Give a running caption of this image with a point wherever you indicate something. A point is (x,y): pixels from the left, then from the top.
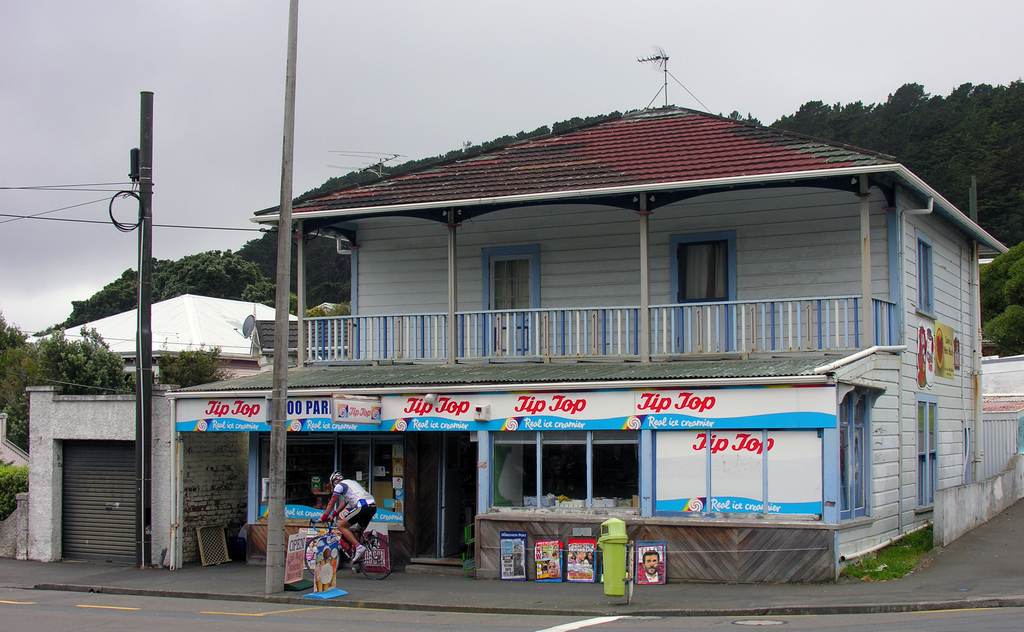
In this image we can see so many trees (19,446), bushes (17,485) and some grass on the surface (646,594). There are some houses (378,517), so many different objects (325,588) are on the surface (344,580), one name board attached to the shop (675,416), some text (725,500) on the shop wall (307,428), some posters (639,578) attached to the house wall (379,428) and some posters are in front of the house (452,458). There are some poles (293,121), one pole (146,160) with wires (82,221), one object (249,326) attached to the wall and at the top (272,116) there is the sky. One man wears a helmet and riding bicycle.
